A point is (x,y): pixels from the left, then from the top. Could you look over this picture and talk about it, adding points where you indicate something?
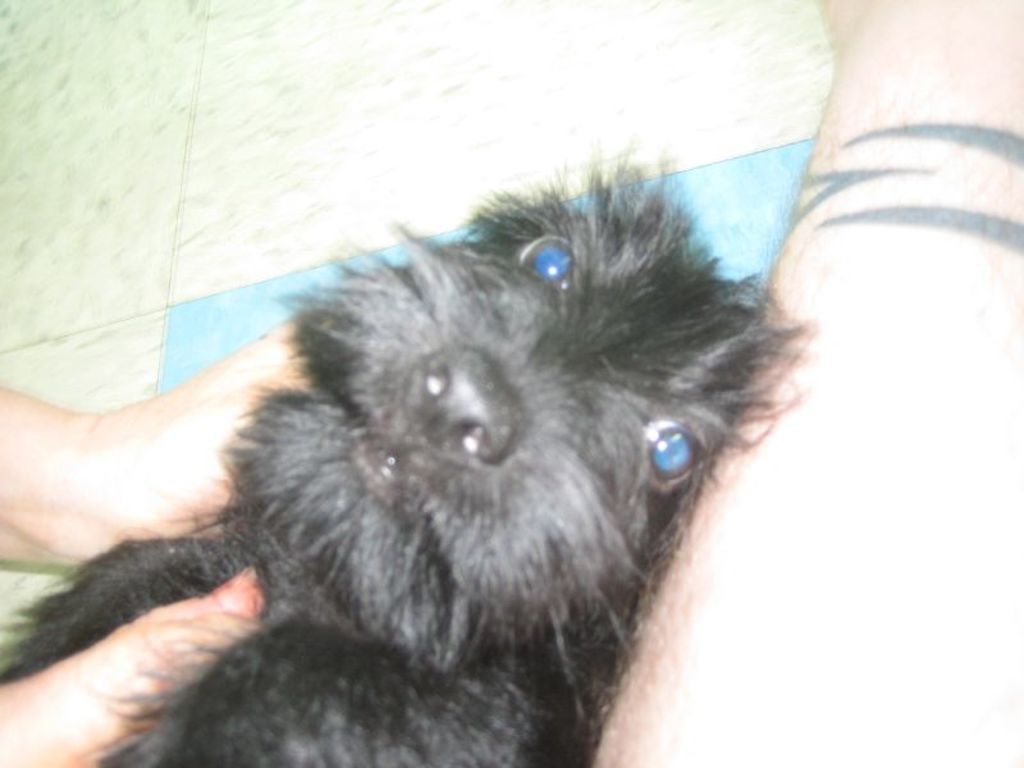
In this image we can see the hands (129,440) and leg (937,164) of a person (814,518), there is a dog (431,488) on the floor (199,249).
